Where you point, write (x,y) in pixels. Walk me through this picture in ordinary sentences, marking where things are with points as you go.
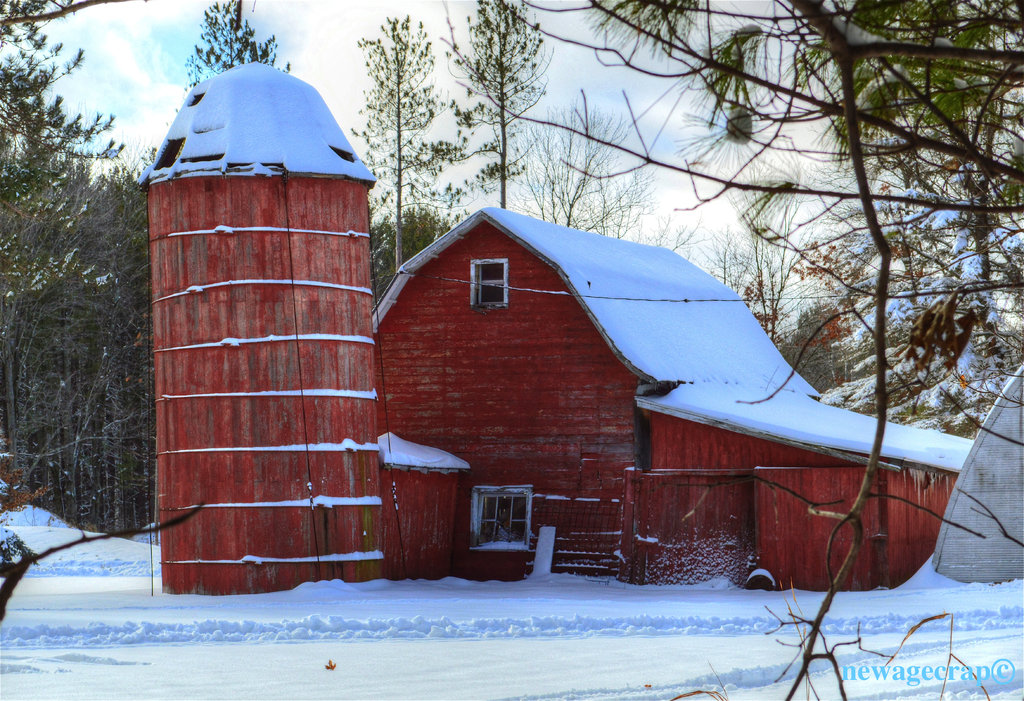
In the center of the image (480,349) a house (483,318) is there. In the background of the image (27,232) trees (411,93) are there. At the bottom of the image (350,610) snow (379,597) is there. At the top of the image (363,60) clouds (153,67) are present in the sky (153,67).
